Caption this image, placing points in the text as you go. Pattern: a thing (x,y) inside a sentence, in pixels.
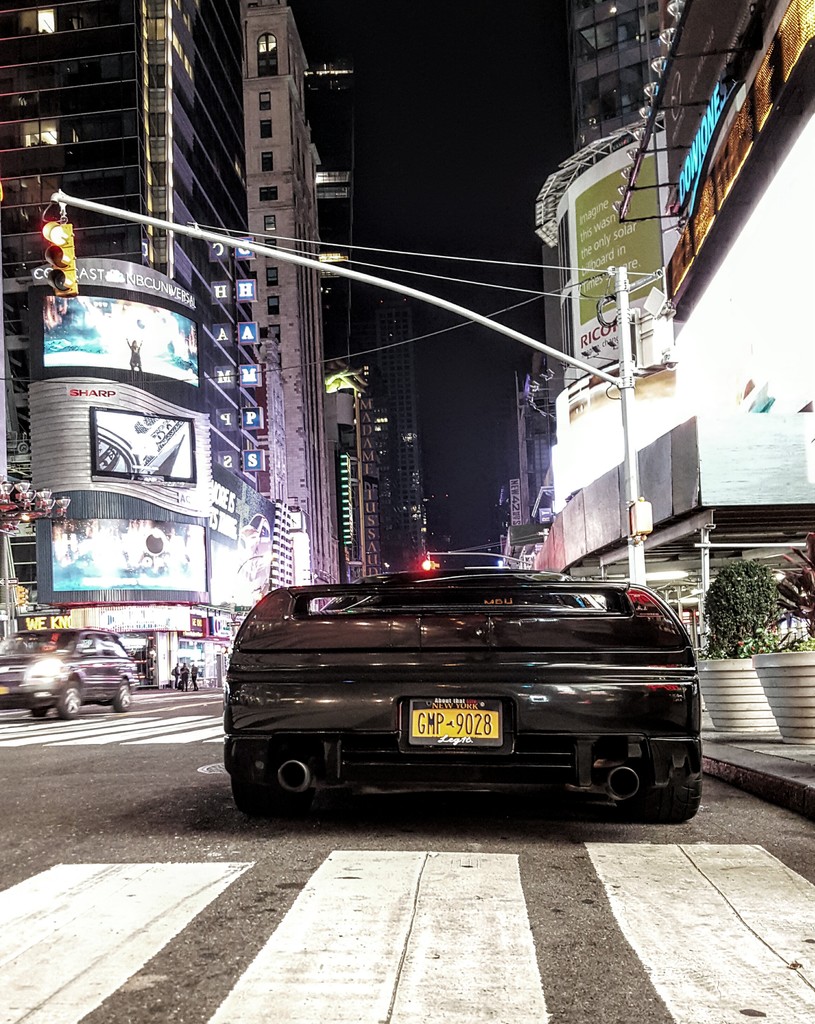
In this image there is a black colour car (427,679) on the road (423,913). This picture is taken in the nighttime. There are buildings (197,137) on either side of the road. On the left side (124,335) there are screens (118,424) which are attached to the building (84,144). At the top (61,240) there is a traffic signal light (53,228). On the right side (750,673) there are two flower pots (758,707) on the footpath (774,769). On the left side (65,672) there is a car (63,695) on the road (37,725).
